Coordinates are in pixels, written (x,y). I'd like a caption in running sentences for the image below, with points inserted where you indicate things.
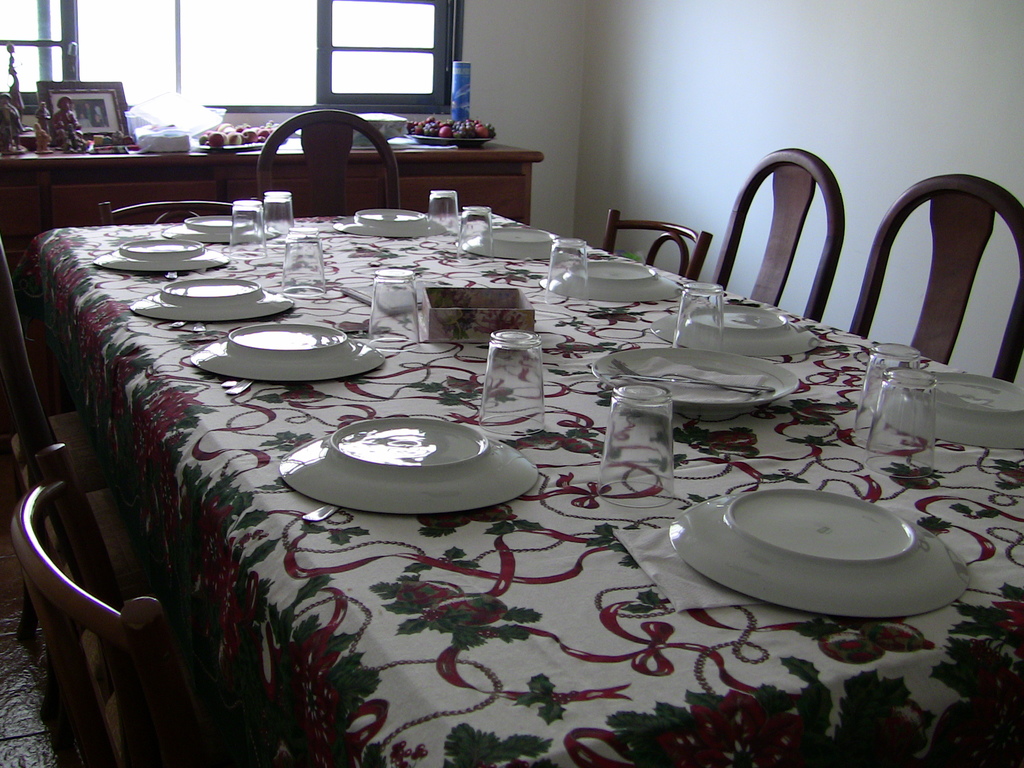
In this image there is a table (378,711), on that table (124,351) there is a cloth (131,357), on that cloth (235,669) there are plates (882,529), glasses (905,425), spoons (231,386), around the table (518,390) there are chairs (93,621), in the background (88,156) there is a cabinet (20,174), on that there are few objects (240,128) and there is a wall (561,70) for that wall (488,66) there is a window (326,48).
